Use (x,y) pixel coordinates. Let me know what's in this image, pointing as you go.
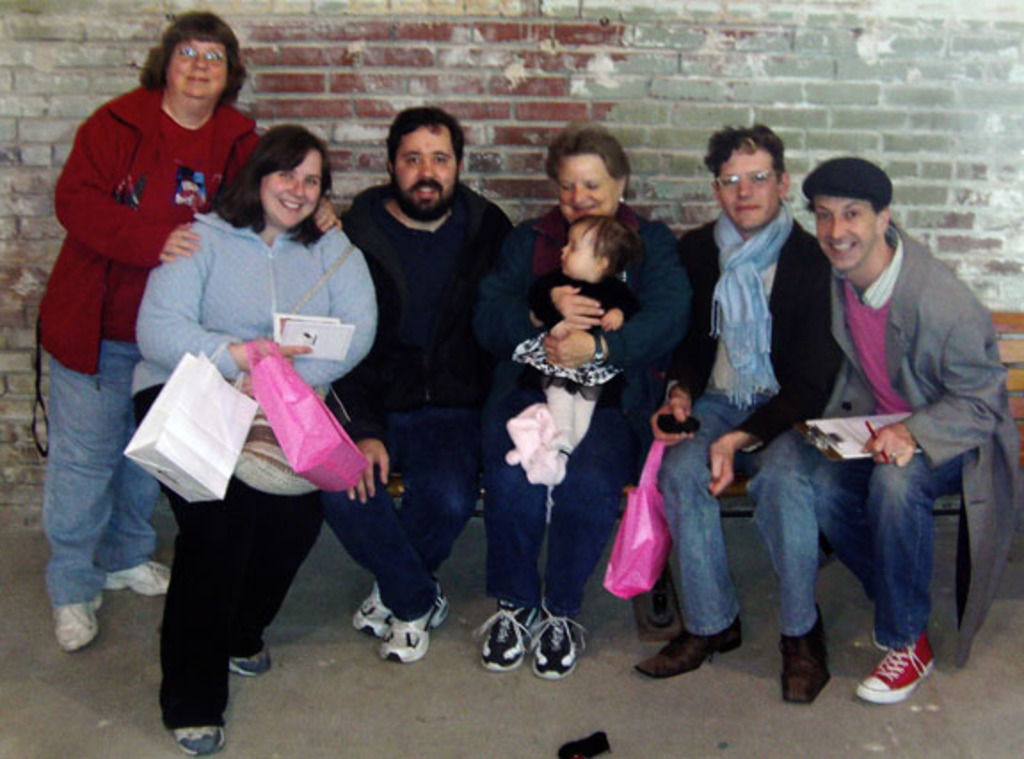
In this picture we can see few persons (802,446) and there are two persons (682,454) holding bags (633,571) with their hands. In the background (329,17) there is a wall (921,129).
